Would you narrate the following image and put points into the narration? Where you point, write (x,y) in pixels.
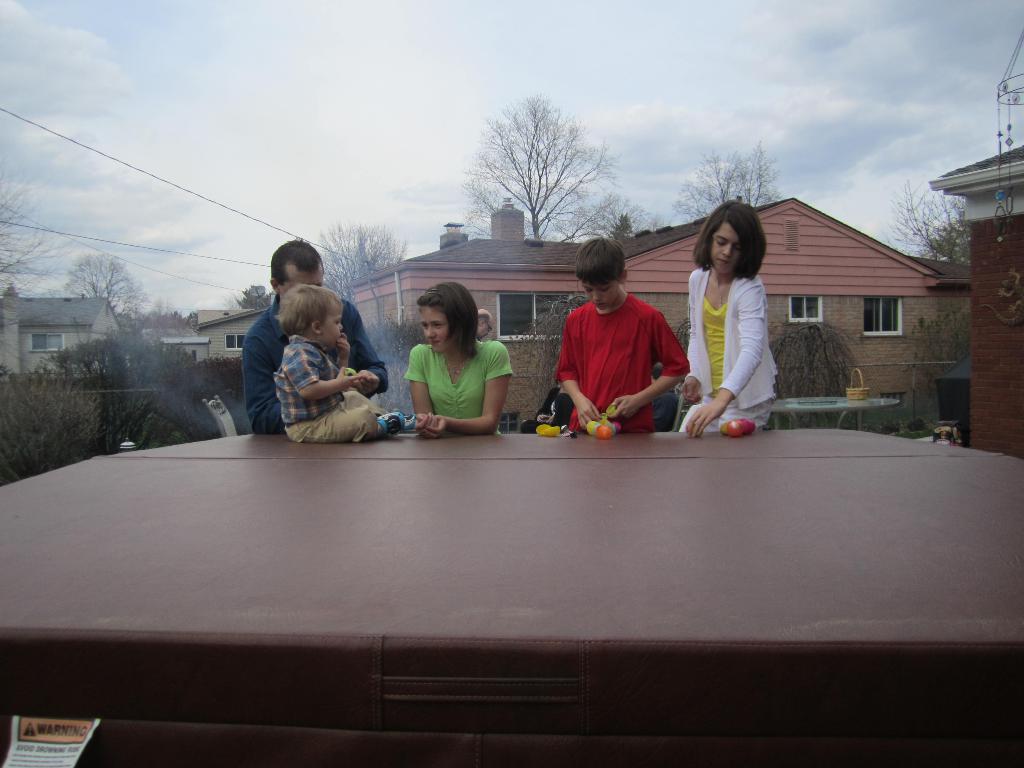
There are people (273,268) standing and this kid (291,362) sitting on the surface (377,449), in front of these two people (574,402) we can see objects (587,425). In the background (903,338) we can see houses (98,335), trees (176,322), plants (12,392) and sky (793,70).
